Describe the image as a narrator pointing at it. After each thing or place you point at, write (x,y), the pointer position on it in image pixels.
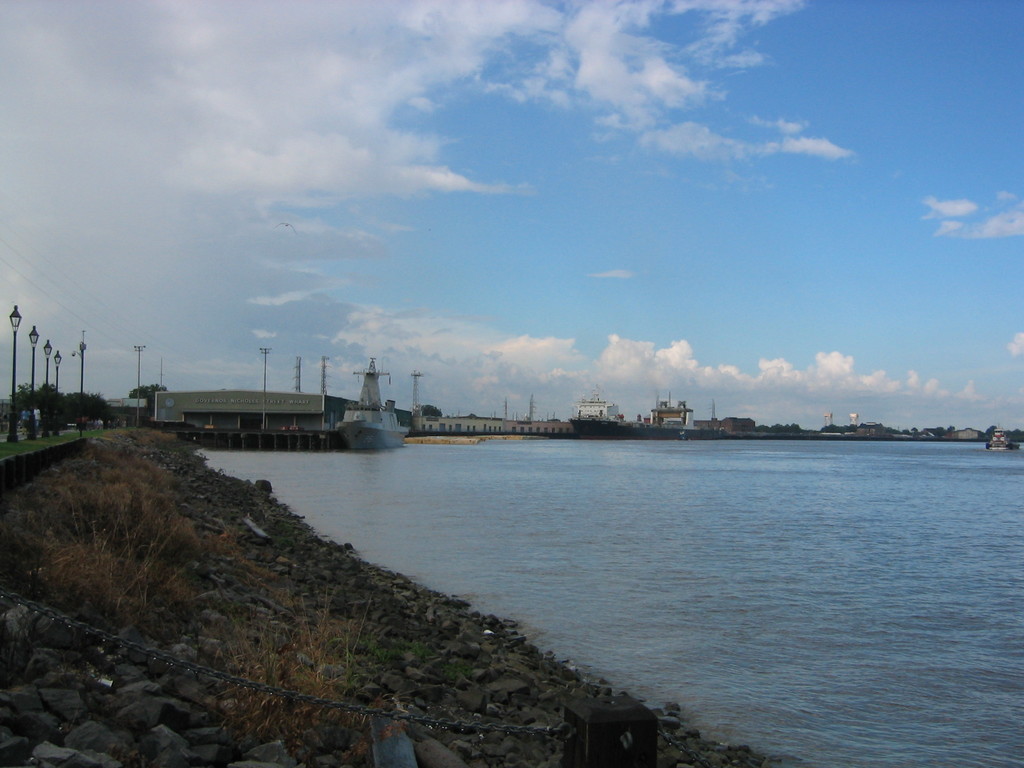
To the right side of the image (913,531) there is water (752,528). In the background of the image (871,396) there are buildings (348,404), towers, sky (443,385), clouds (418,333). To the left side of the image (45,422) there are light poles (18,318). At the bottom of the image (40,656) there stones (220,663) on dry grass (266,643).
